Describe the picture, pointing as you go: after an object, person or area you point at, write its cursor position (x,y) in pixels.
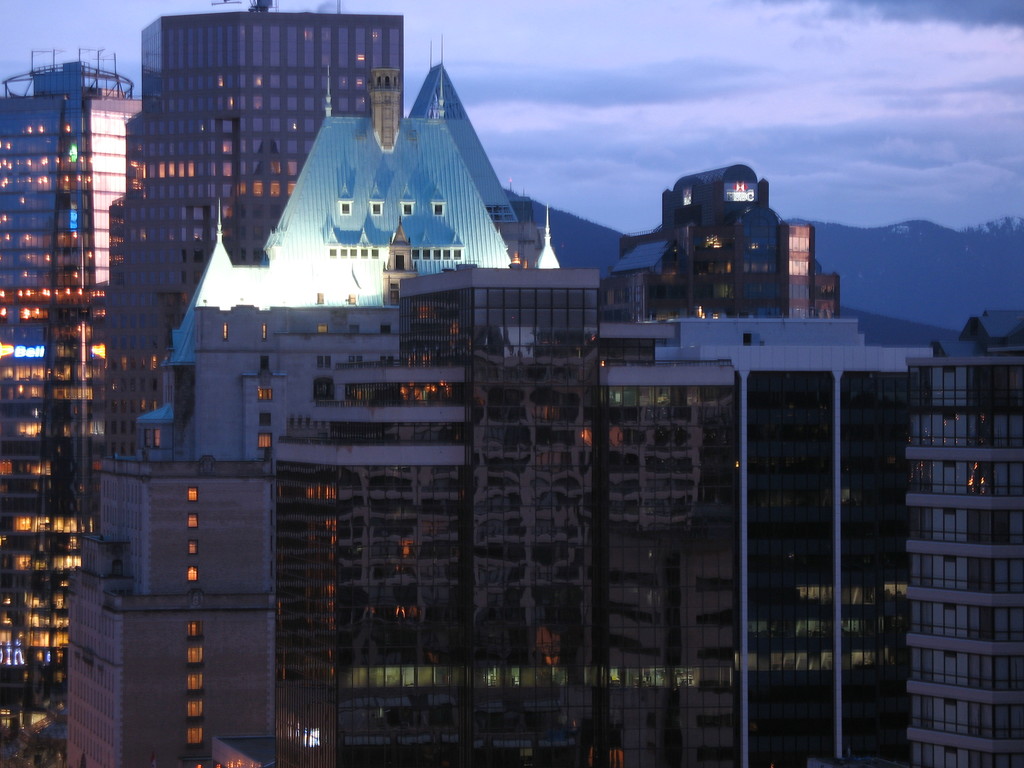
In this picture we can see many buildings (73,154). In the background (570,241) we can see trees (1019,225) and mountains (943,273). At the top (682,7) we can see sky (654,44) and clouds (675,10).
